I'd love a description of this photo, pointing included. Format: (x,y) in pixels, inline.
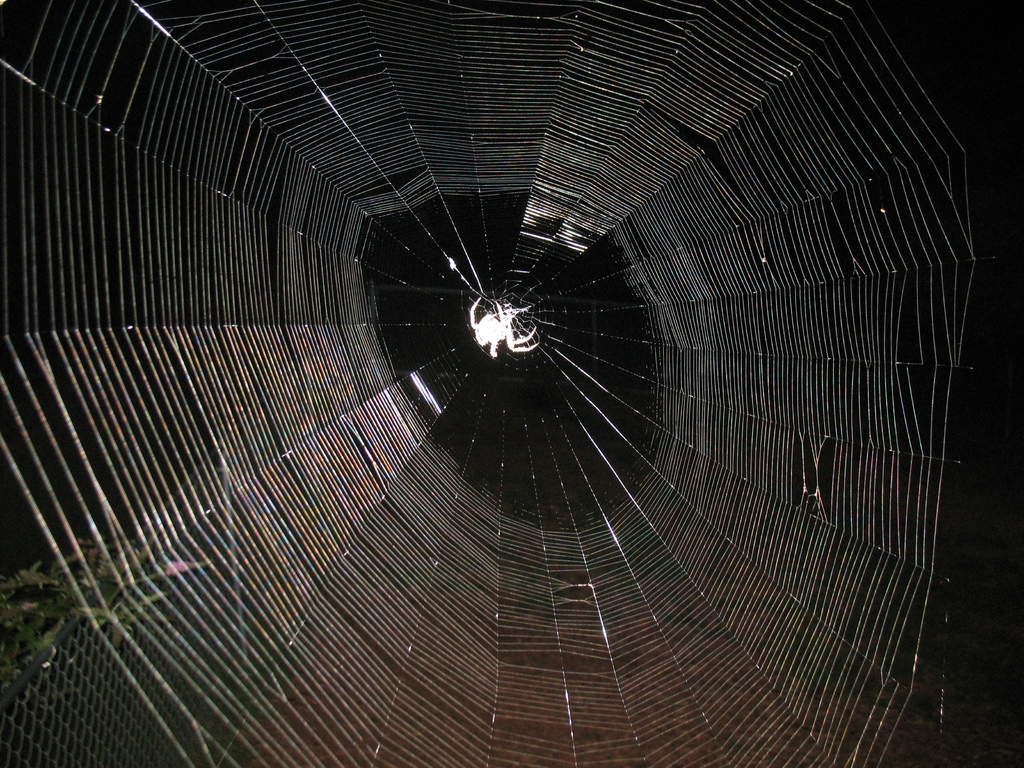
In this picture there is a spider web (369,156). In the center of the picture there is a spider (472,318). On the left (28,630) there is a plant (54,619) and a fencing (110,693).
